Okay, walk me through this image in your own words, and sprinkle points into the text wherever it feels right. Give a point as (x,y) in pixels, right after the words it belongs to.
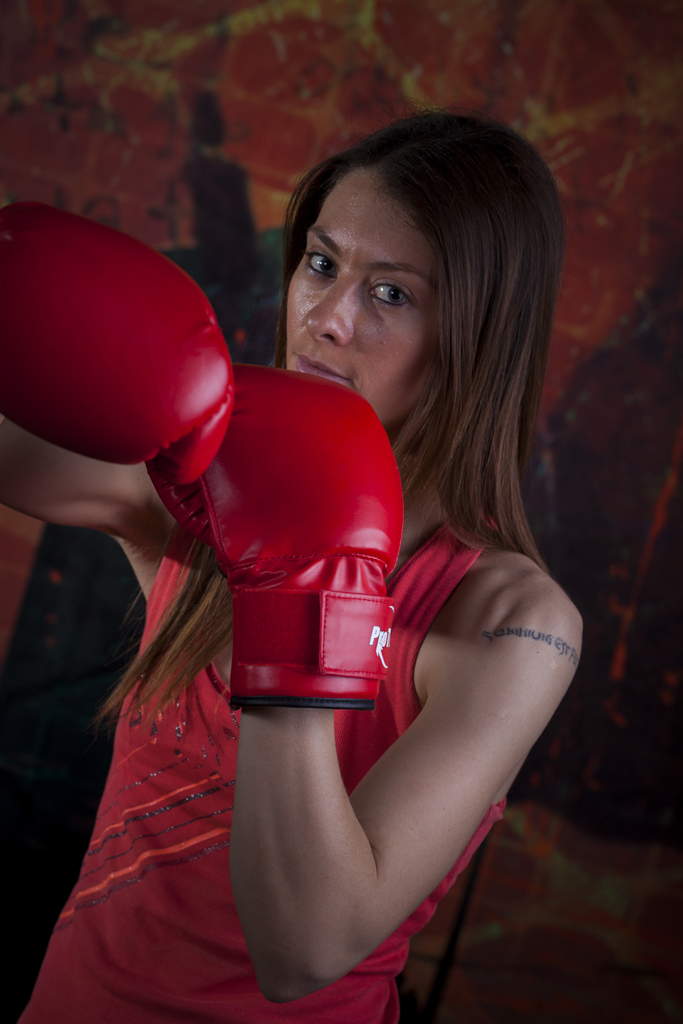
In the image there is a woman (308,834), she is wearing red boxing gloves (239,497) to her hand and the background of the woman (426,170) is blur.
